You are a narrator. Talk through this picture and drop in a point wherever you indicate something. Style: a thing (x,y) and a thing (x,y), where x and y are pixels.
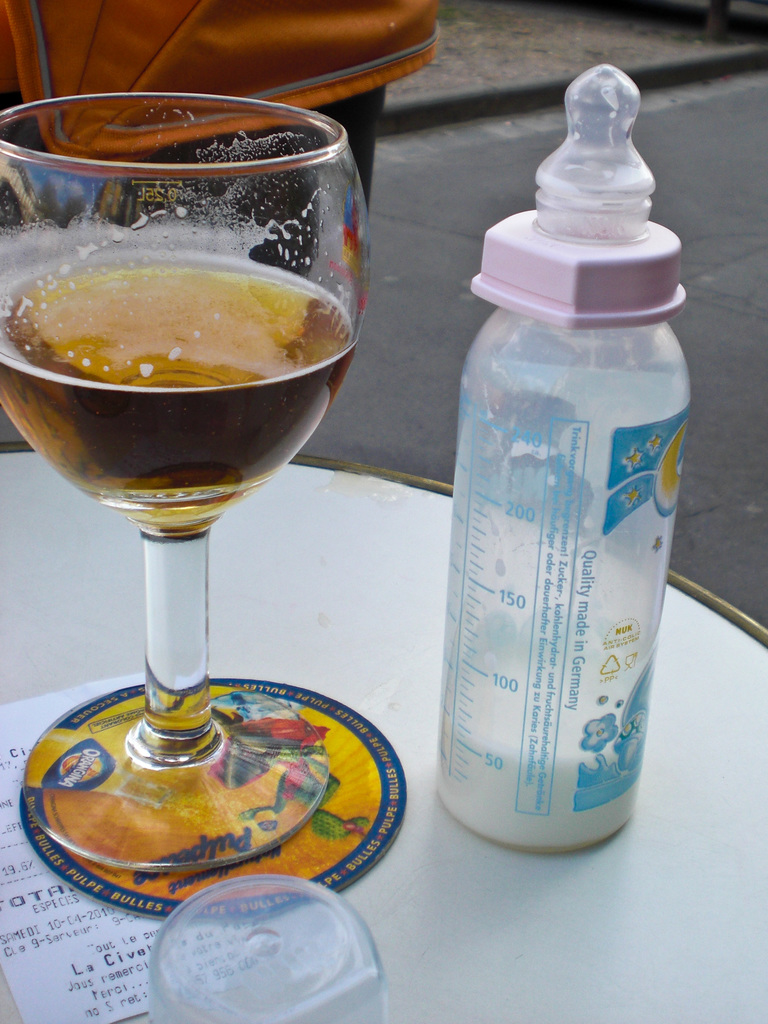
In this picture we have a table (715,816) on the table (666,884) there is a bottle (592,523) filled with a liquid (533,777) and one glass (176,514) filled with a liquid (163,369) and a paper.
